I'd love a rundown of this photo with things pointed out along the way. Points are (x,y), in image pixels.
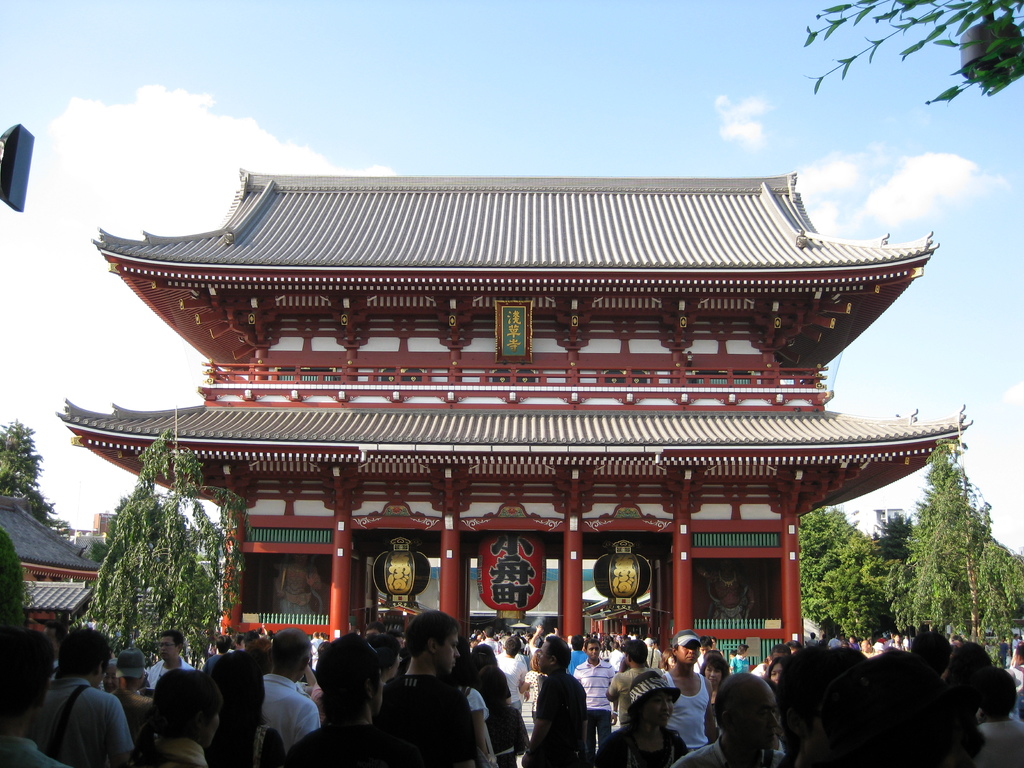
At the bottom (377,665) there are many people (490,739) are standing, in the middle (585,419) it is a house (585,419), there are trees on either side of this house (525,516). At the top (493,90) it is the sky (509,96).
